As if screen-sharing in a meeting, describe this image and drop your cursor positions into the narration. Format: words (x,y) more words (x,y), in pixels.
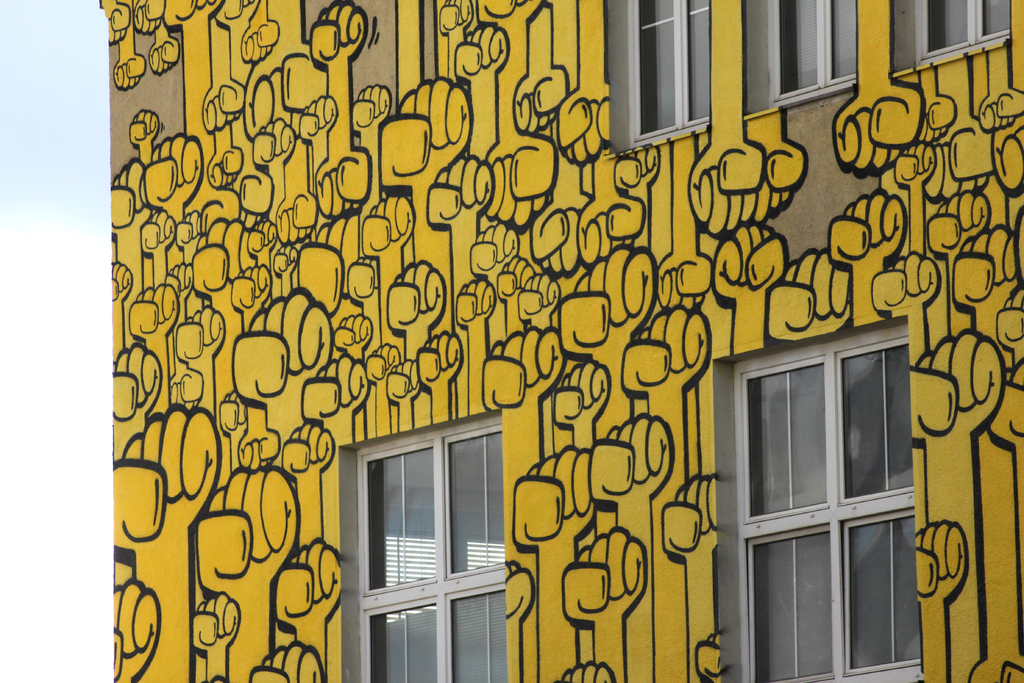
This picture is taken from outside of the building (472,159). In this image, we can see a building (552,270) with yellow color painting (694,236). On the right side (875,420) bottom, we can see a glass window (894,453) which is closed. In the middle of the image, we can also see a window (428,564) which is closed. On the right side (683,16) top, we can see a window (645,45) which is closed.
